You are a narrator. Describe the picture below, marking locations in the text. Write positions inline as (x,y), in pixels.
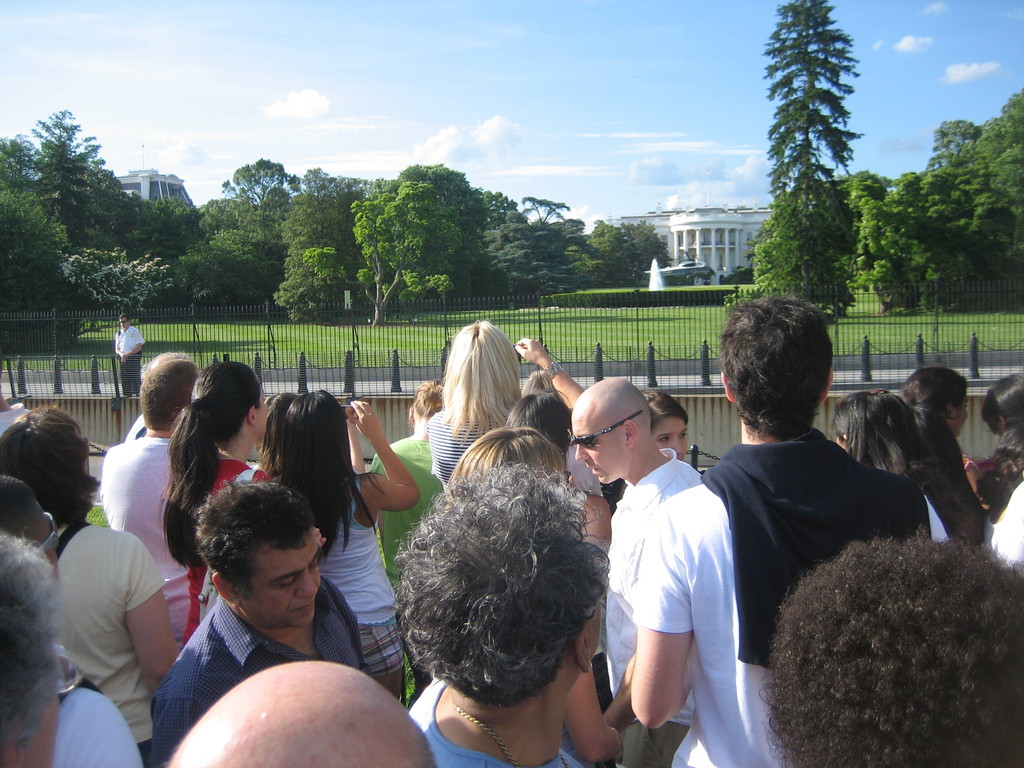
In this image I can see a group of people (505,558) standing. I can see the railing (360,364). I can also see the grass (256,338). In the background (85,266), I can see the trees (601,276), buildings (177,198) and clouds (439,143) in the sky (396,138).
